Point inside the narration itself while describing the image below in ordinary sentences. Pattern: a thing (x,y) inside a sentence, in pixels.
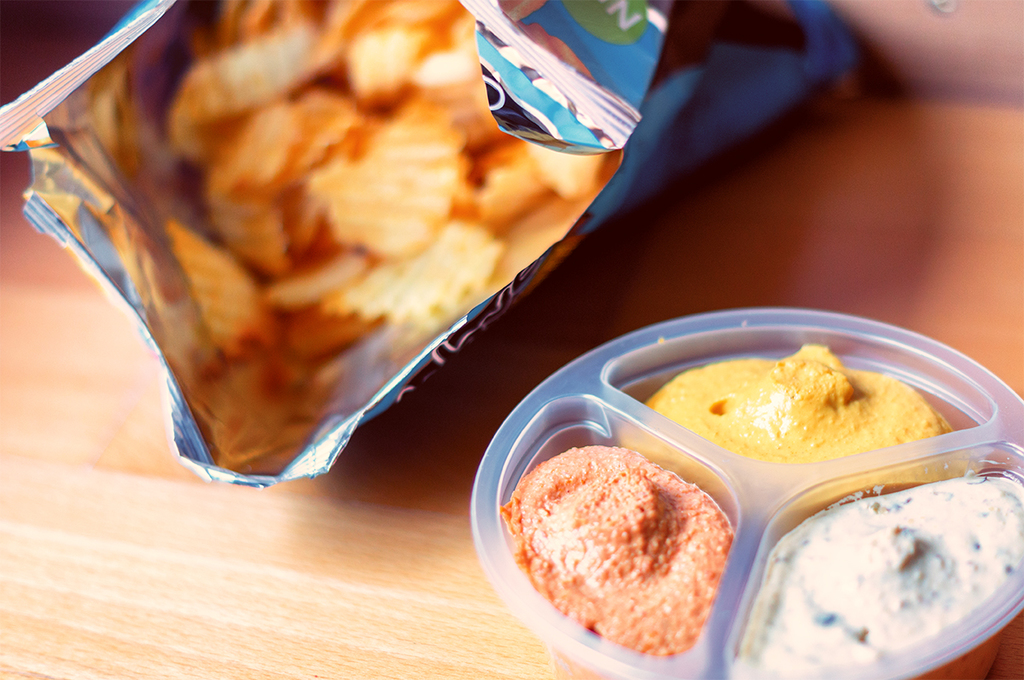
In this picture we can see a chips packet (609,70), bowl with food items (895,612) in it and these are placed on a wooden table (916,182).
